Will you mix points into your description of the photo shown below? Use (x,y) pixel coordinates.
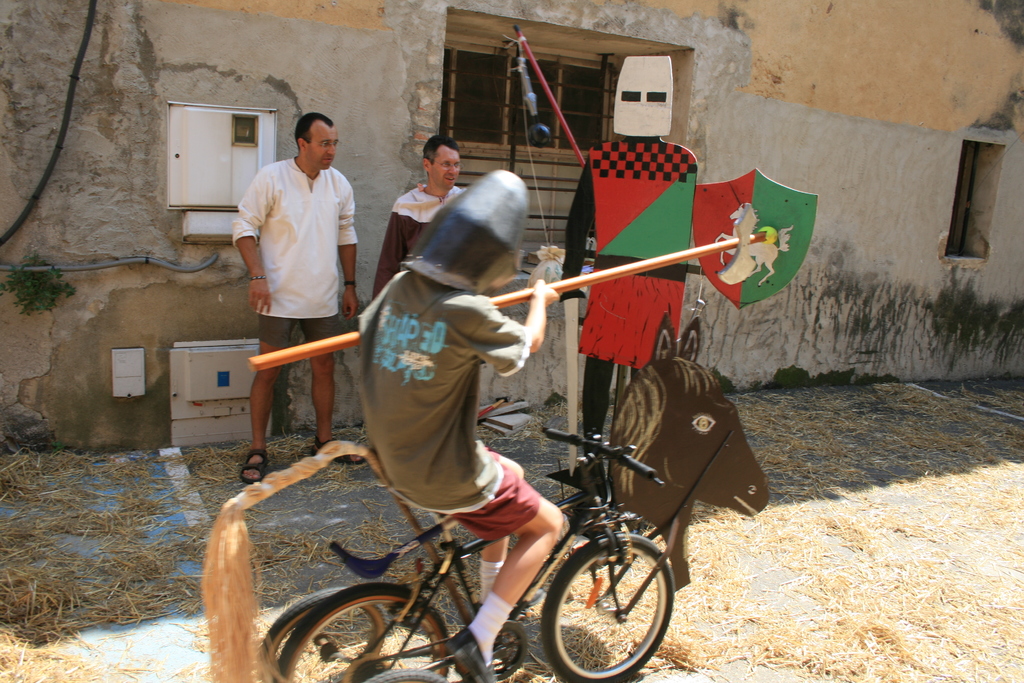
Boy (398,407) in green t-shirt (445,414) is riding bicycle (637,545). Beside him, we see two men (401,225) standing near the window (516,157). Behind him, we see a wall (158,105) and in front of them, we see a doll (597,216) which is made of cardboard (663,282) and on bottom of picture (970,579), we see dry grass (857,563).
